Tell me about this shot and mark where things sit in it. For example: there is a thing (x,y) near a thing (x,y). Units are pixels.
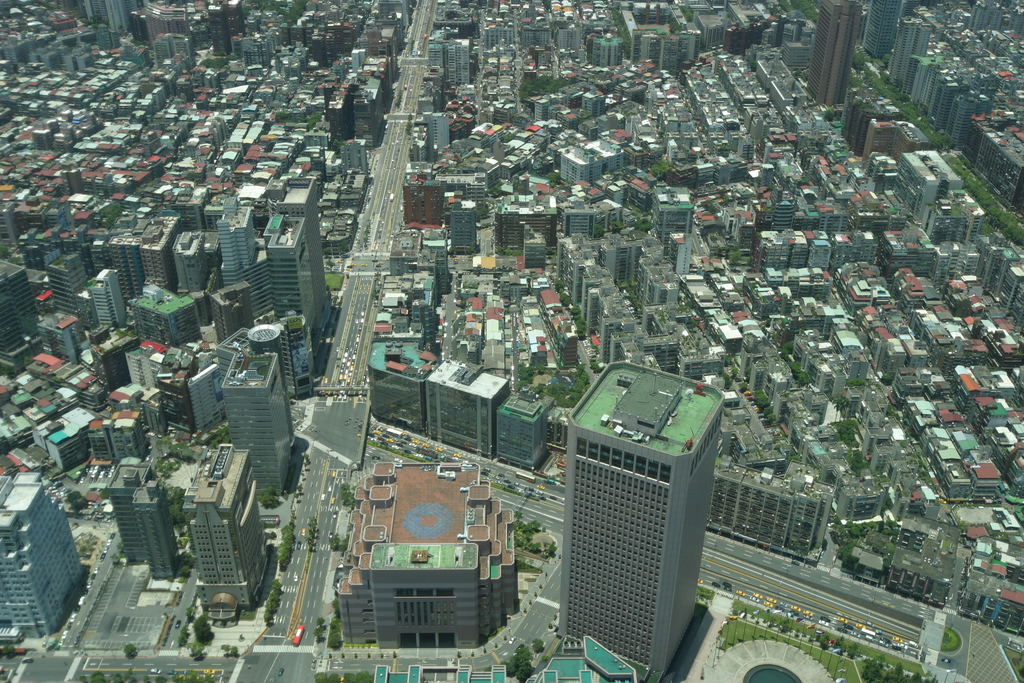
In this image we can see a top view of the picture, there are some trees (204,635) and buildings (210,609), road (314,495) in between the buildings (697,514).
